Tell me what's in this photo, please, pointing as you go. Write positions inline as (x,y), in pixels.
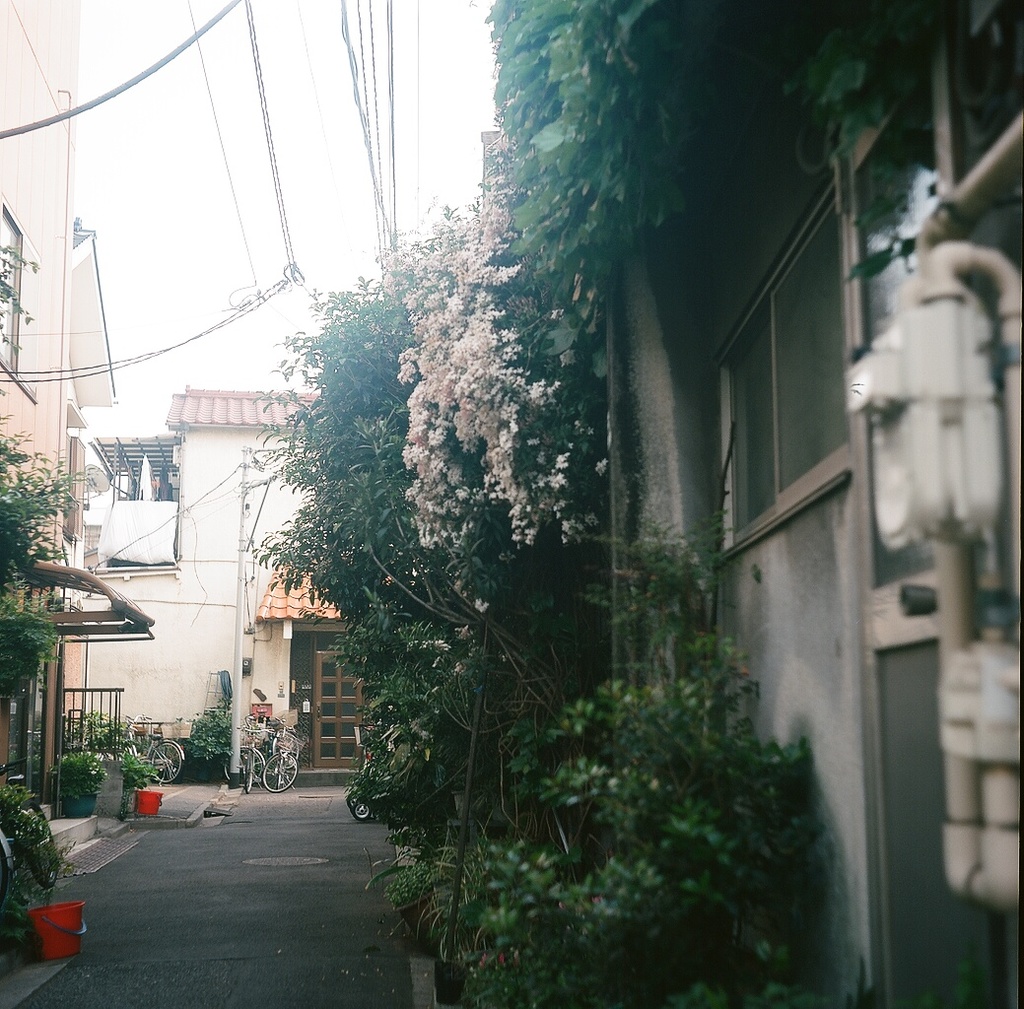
In this picture we can see the road (190,856), bicycles (278,774), trees (564,611), flowers (516,537), buildings (48,679), wires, some objects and in the background (123,329) we can see the sky (244,189).
